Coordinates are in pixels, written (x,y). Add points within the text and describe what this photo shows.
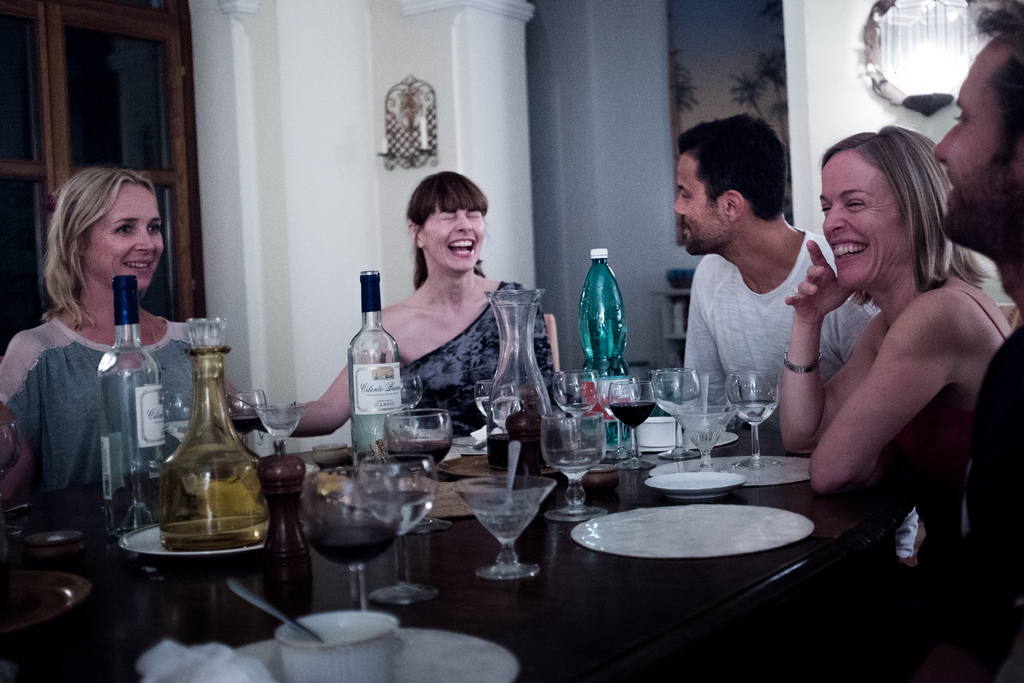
In this picture there is a group of person (857,400), those who are sitting on the chairs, and there is a table (525,650) in between there are bottles (248,540), glasses (508,497), and plates (248,550) on the table (327,574), it seems to be a happiest moment all are laughing, there is a door (173,65) at the left side of the image (67,45).
